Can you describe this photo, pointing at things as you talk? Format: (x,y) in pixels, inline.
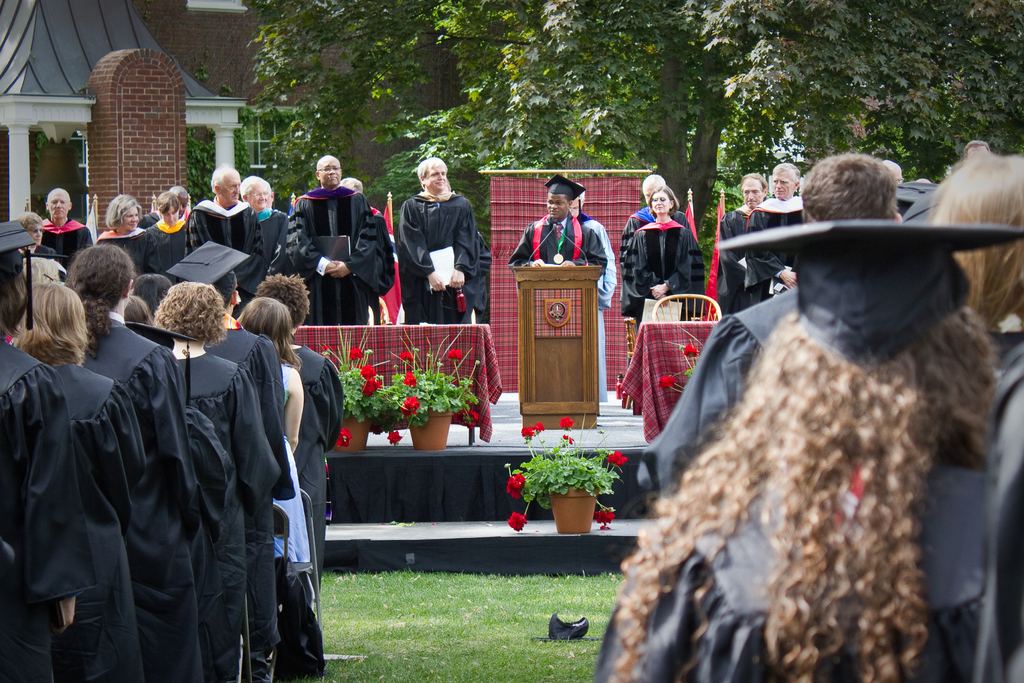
In this picture, we can see a few people (951,560) in a graduation gown (330,381), we can see a few people (53,233) on the stage (334,468), podium (531,380), stairs (625,487), table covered with cloth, flags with pole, and we can see building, ground (436,644) with grass (446,648) and some objects (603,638) on it.
